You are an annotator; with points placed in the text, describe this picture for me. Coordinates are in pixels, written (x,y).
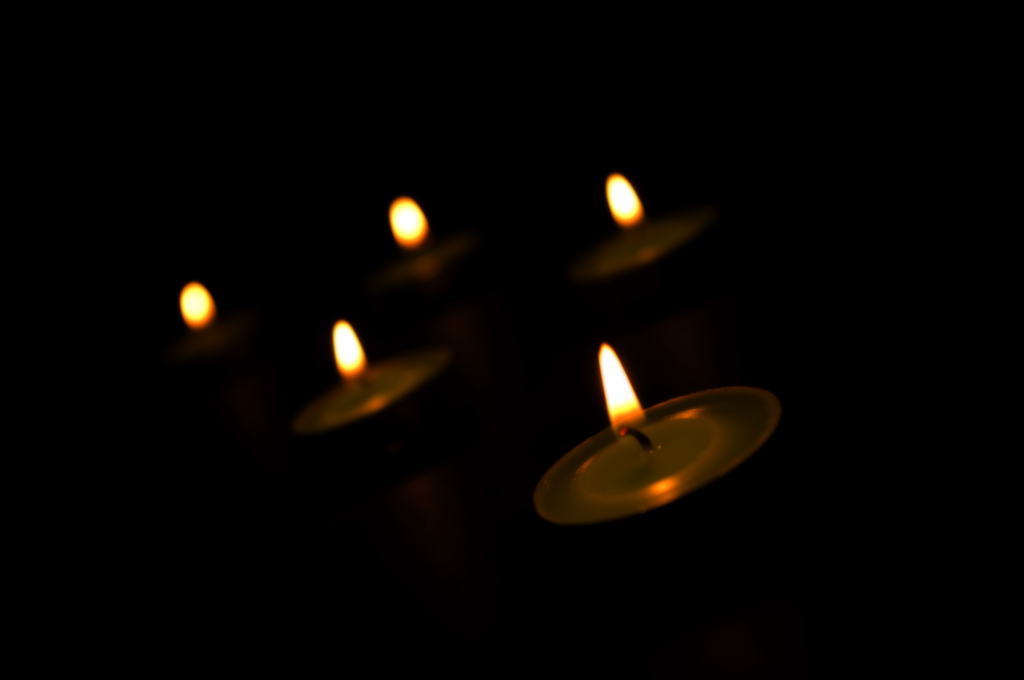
In this picture I can see there are small candles (380,401) placed here and they are in small metal plates (654,485).
